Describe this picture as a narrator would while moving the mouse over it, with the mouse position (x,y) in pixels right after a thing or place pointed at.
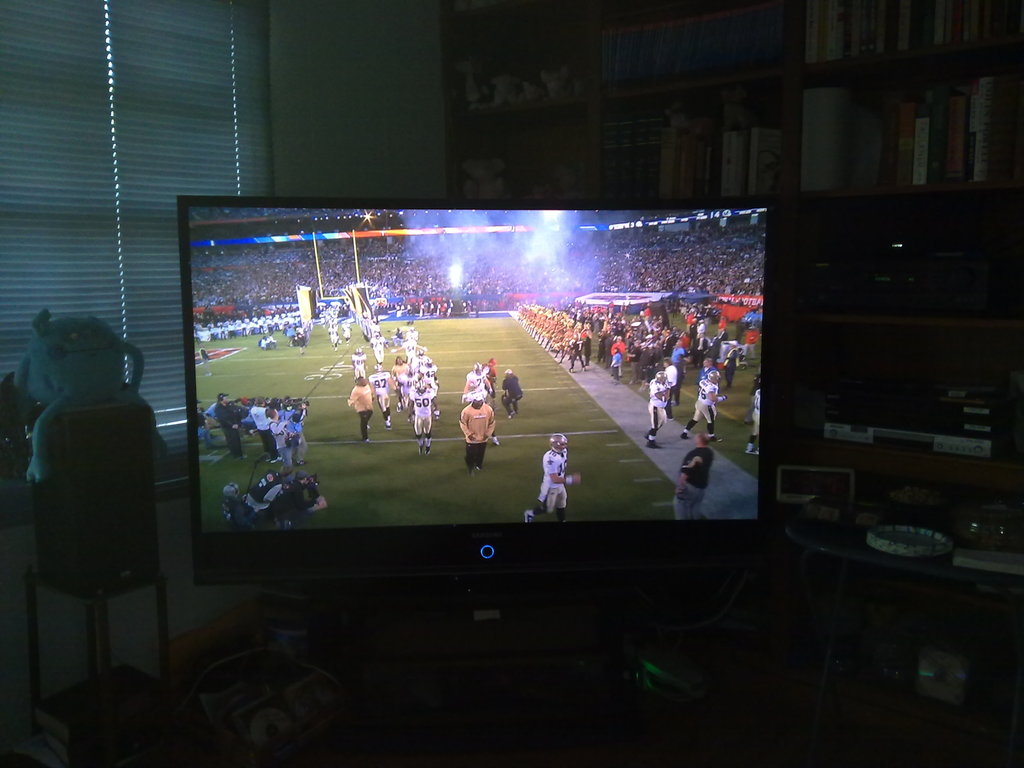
In the center of the image (529,351) there is a television (318,407). Image also consists of a toy (100,367), plate (900,525) and bowl (1017,528) on the table (854,508). In the background (154,186) we can see a window mat (125,47) and we can also see some books (610,79) placed in a wooden shelf (711,124).
